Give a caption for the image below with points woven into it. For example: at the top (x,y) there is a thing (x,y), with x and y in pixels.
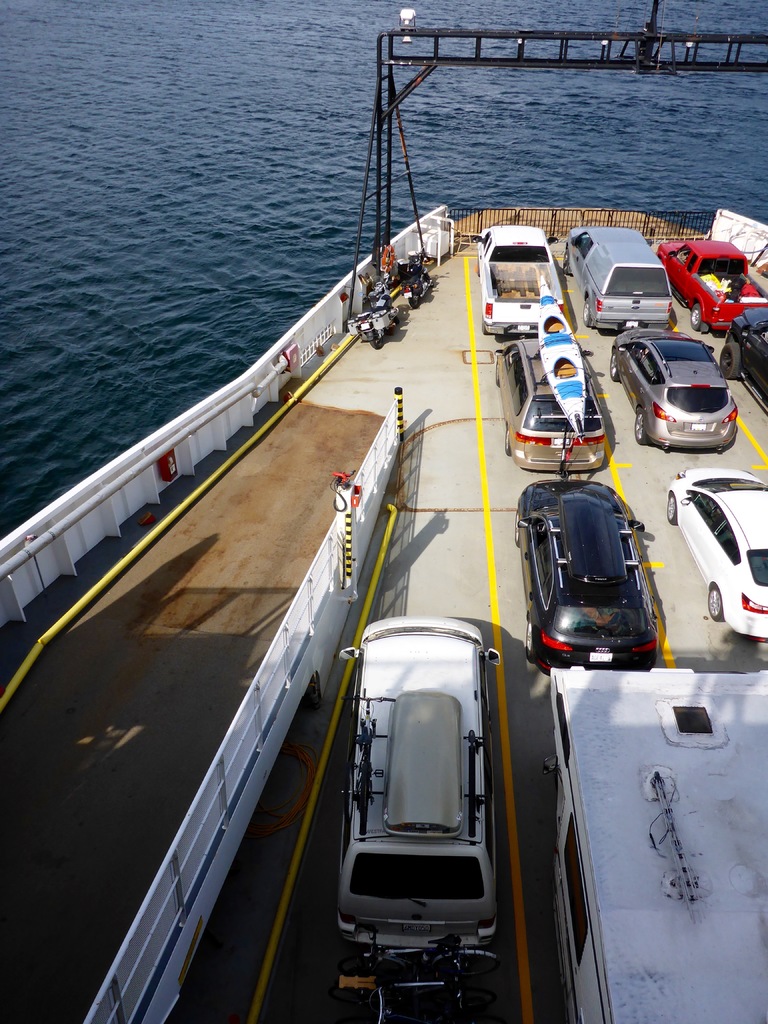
In this image I can see few cars (515,305) in the boat (451,376) and the boat (418,372) is on the water (151,206), in front (381,646) the car (442,680) is in white color.
